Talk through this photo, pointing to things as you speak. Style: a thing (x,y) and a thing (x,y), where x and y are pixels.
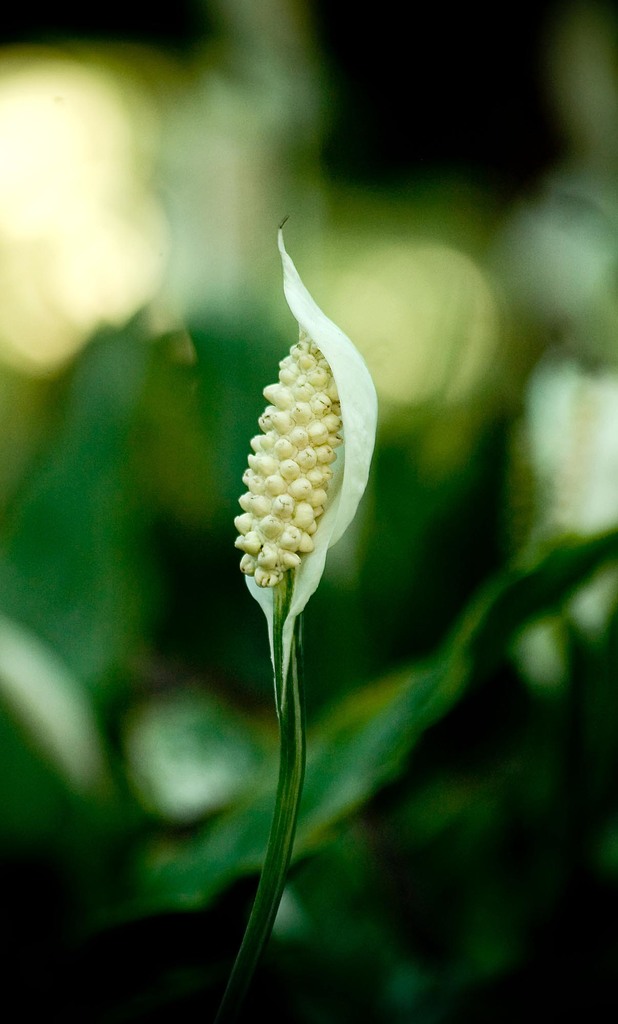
In the middle of the image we can see a flower (293,278). Background of the image (128,779) is blur.
